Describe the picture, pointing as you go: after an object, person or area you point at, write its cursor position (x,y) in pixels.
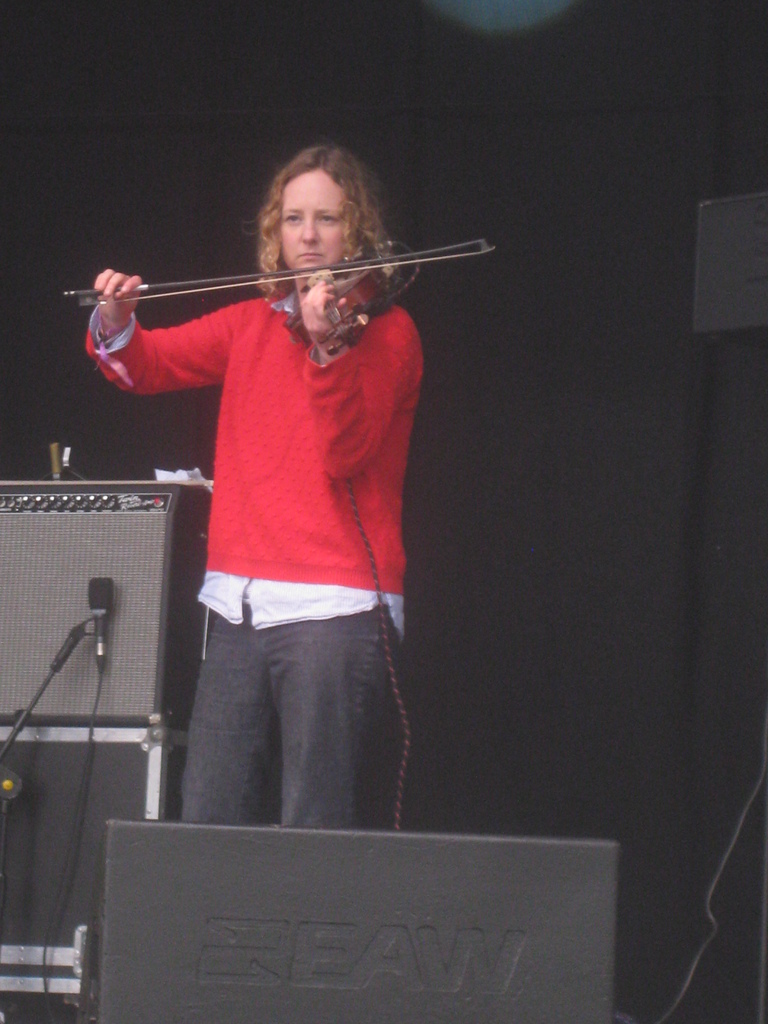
This woman (330,511) wore red sweater (329,500) and playing violin (348,282) with stick (371,268). In-front of this speaker (150,714) there is a mic (97,615) with holder (46,684).
